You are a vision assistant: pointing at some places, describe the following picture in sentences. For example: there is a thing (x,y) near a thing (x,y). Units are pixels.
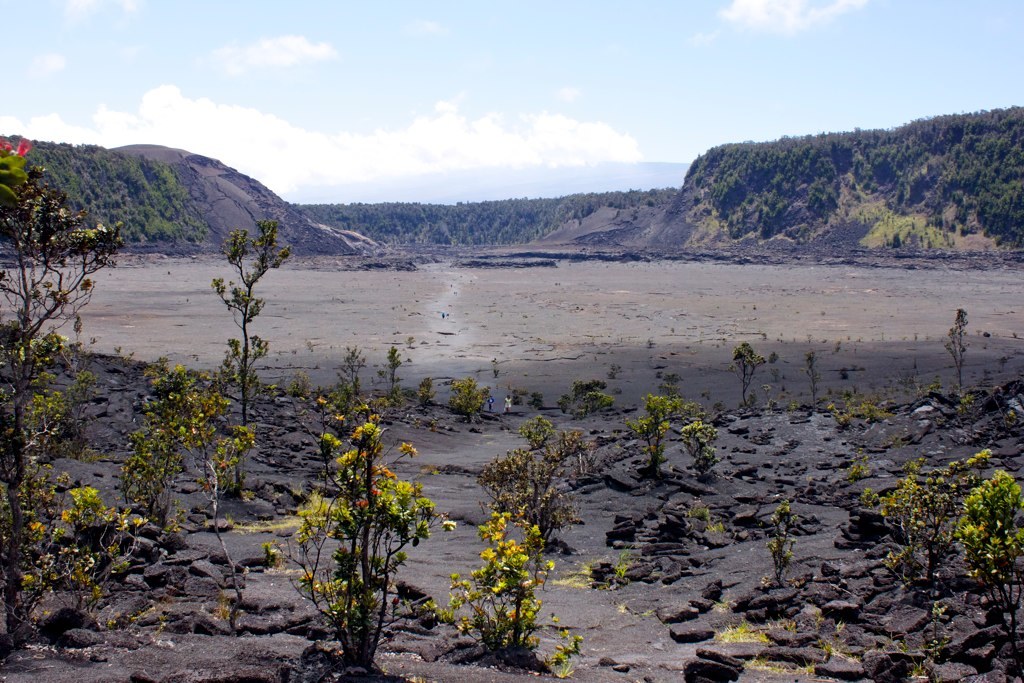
In this image, I can see the trees (264,351), plants (425,400), rocks (713,546) and the hills (449,243). At the top of the image (307,137), I can see the clouds (489,135) in the sky (707,90).
